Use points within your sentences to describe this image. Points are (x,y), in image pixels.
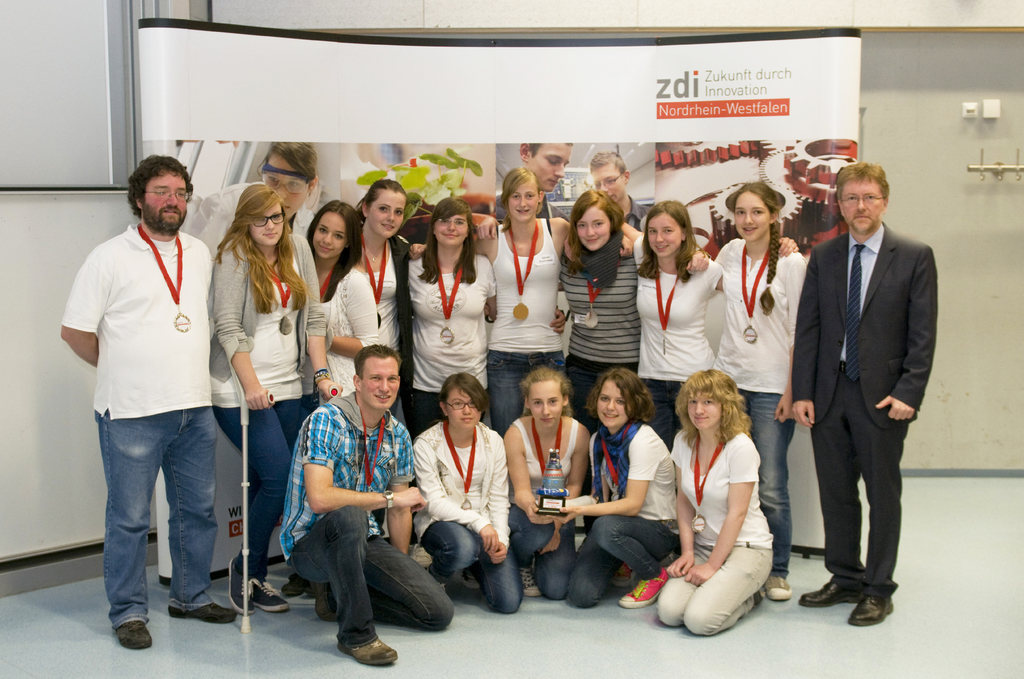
In this picture I can see group of people (533,271) among them are standing and some are sitting on the floor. These people (411,369) are wearing medals (456,460). The man (883,389) on the right side (848,394) is wearing suit (857,393), tie (859,285) and shirt (871,256). In the background (518,130) i can see wall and board (416,126).
